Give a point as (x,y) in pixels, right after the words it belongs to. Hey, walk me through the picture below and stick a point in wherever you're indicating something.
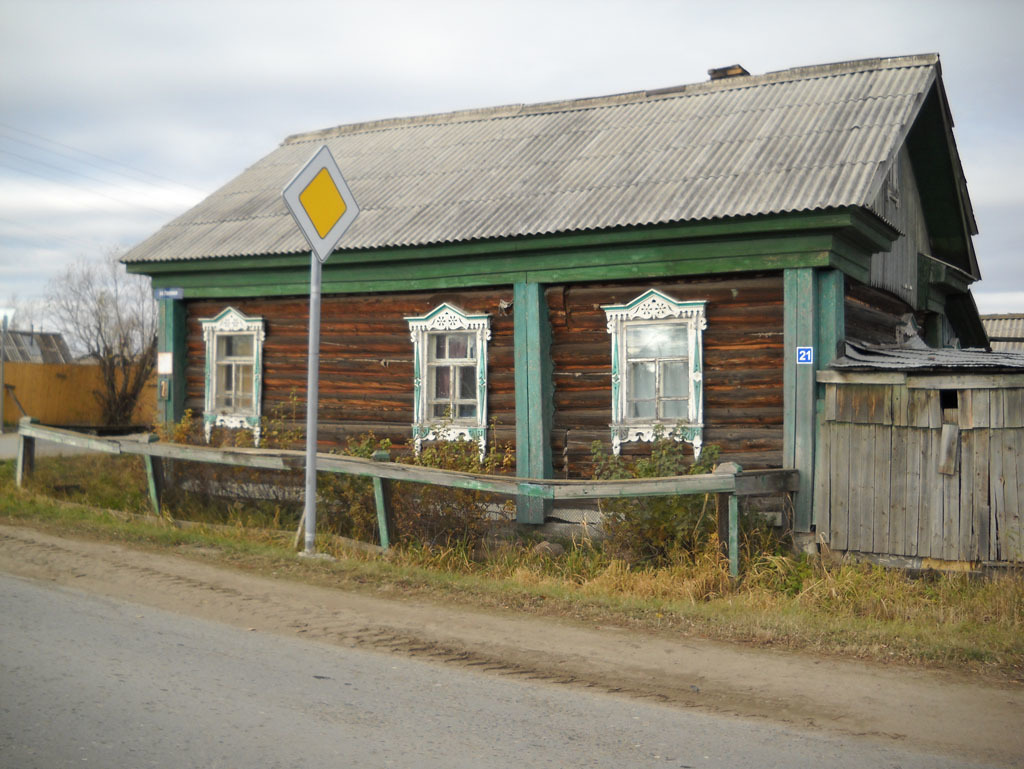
In the image we can see a wooden house (756,353) and these are the windows (615,391). This is a grass (764,577), plant (661,521), pole (312,386), electric wire (116,168), tree (126,334), road (105,632) and a cloudy sky (174,57).
